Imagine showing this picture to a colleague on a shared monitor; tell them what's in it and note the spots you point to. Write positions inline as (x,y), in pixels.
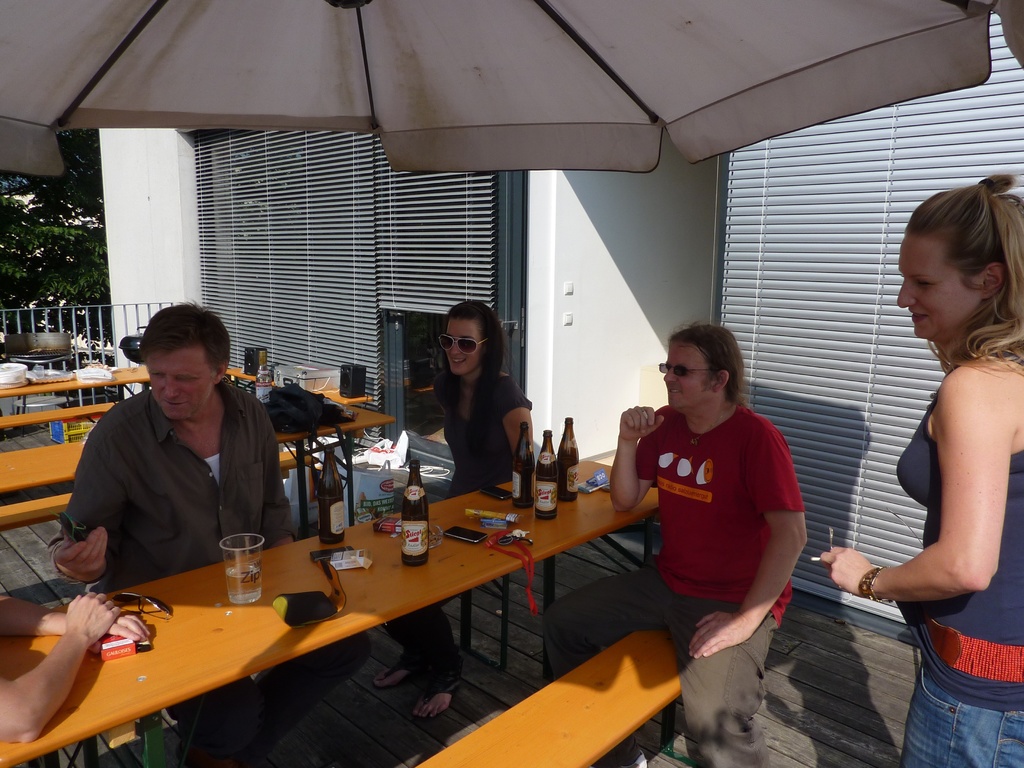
This image is clicked outside a house (510,241). In this image there are five people (758,542), on the right (961,571) there is a woman (998,251) standing. In the center of the image (363,409) there are benches (659,701), on this benches (355,578) there are bottles (417,561), glasses (251,572), mobiles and food items (508,520). On the top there is a umbrella (487,68). On top left (44,210) there is a tree (30,210) and a railing (85,306). In the center (490,258) background (321,227) there are windows (395,252) and doors (434,356).
